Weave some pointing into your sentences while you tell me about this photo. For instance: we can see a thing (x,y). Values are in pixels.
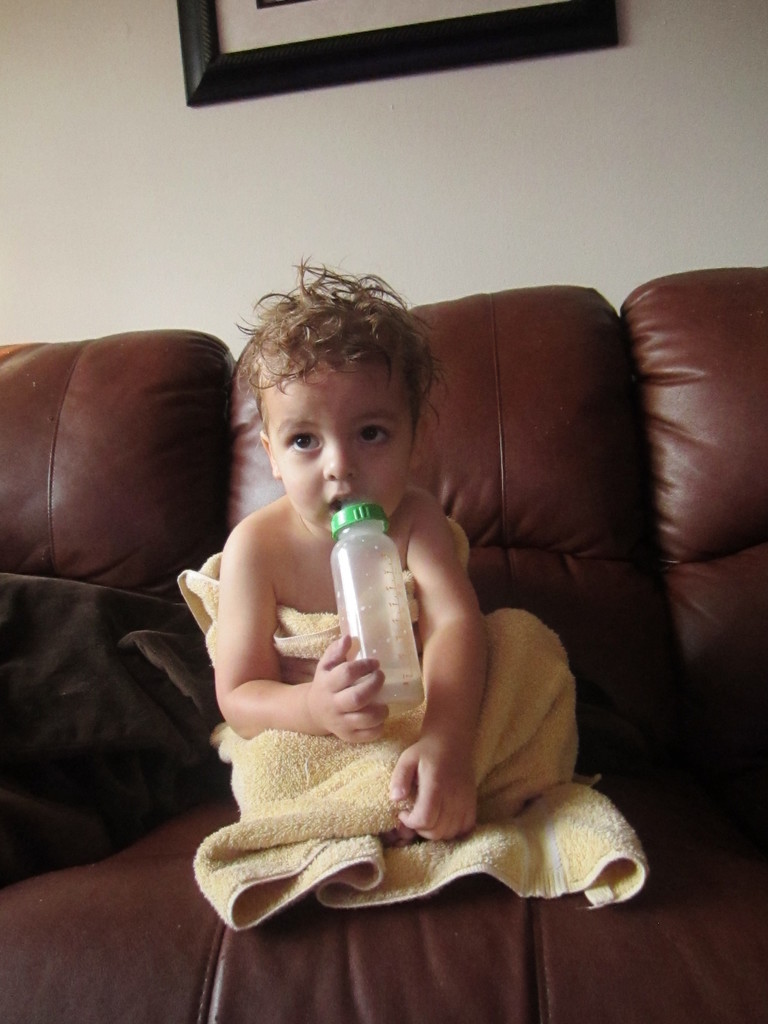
In this image I see a baby (373,469) who is holding a bottle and sitting on the couch (32,364), In the background (347,198) I see the wall (132,65) and a photo frame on it.
